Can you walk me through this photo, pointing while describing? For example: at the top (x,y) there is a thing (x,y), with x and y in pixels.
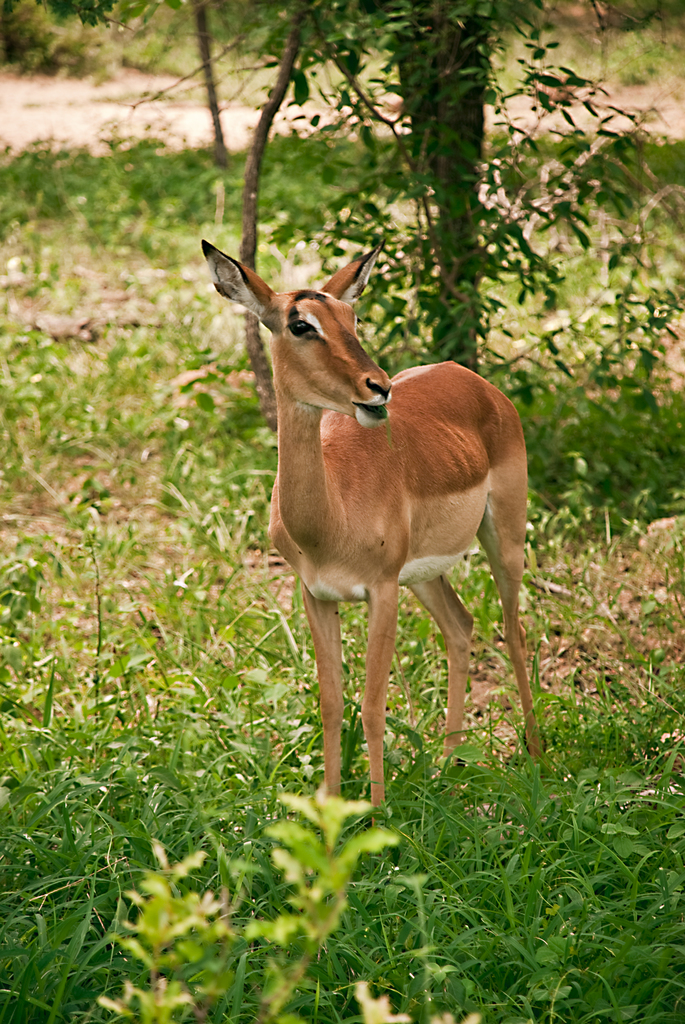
In this picture I can see the animal (290,506) standing on the green grass (287,677).
